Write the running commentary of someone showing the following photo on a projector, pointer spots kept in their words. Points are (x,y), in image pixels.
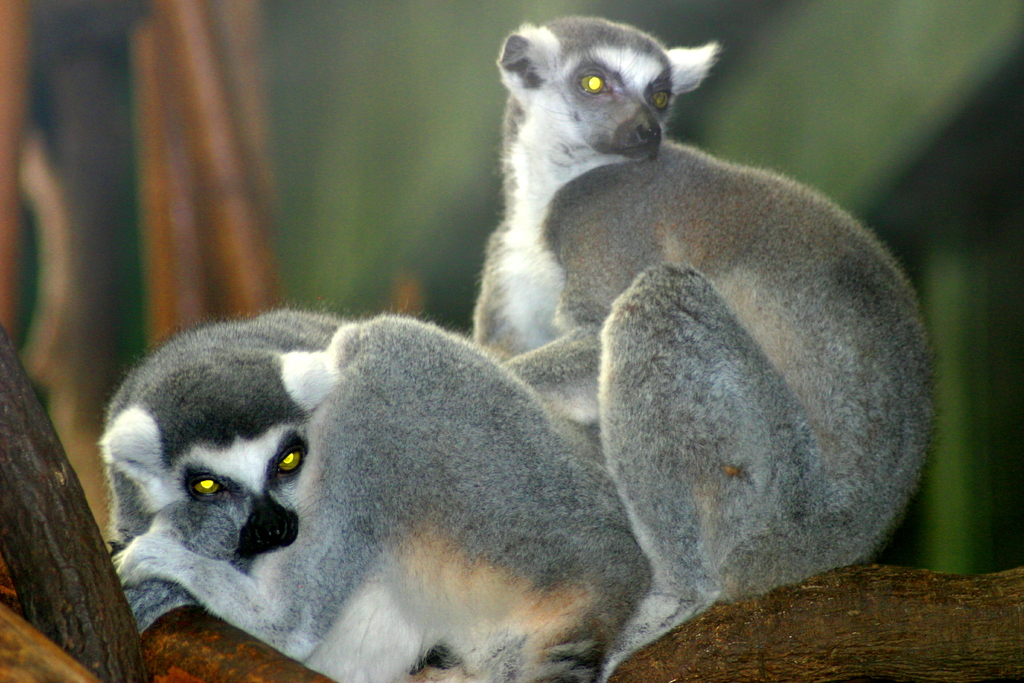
In this image I can see two animals (434,462) which are grey, white, cream and black in color on the tree branch (221,641). I can see the blurry background (926,197) which is green and brown in color.
